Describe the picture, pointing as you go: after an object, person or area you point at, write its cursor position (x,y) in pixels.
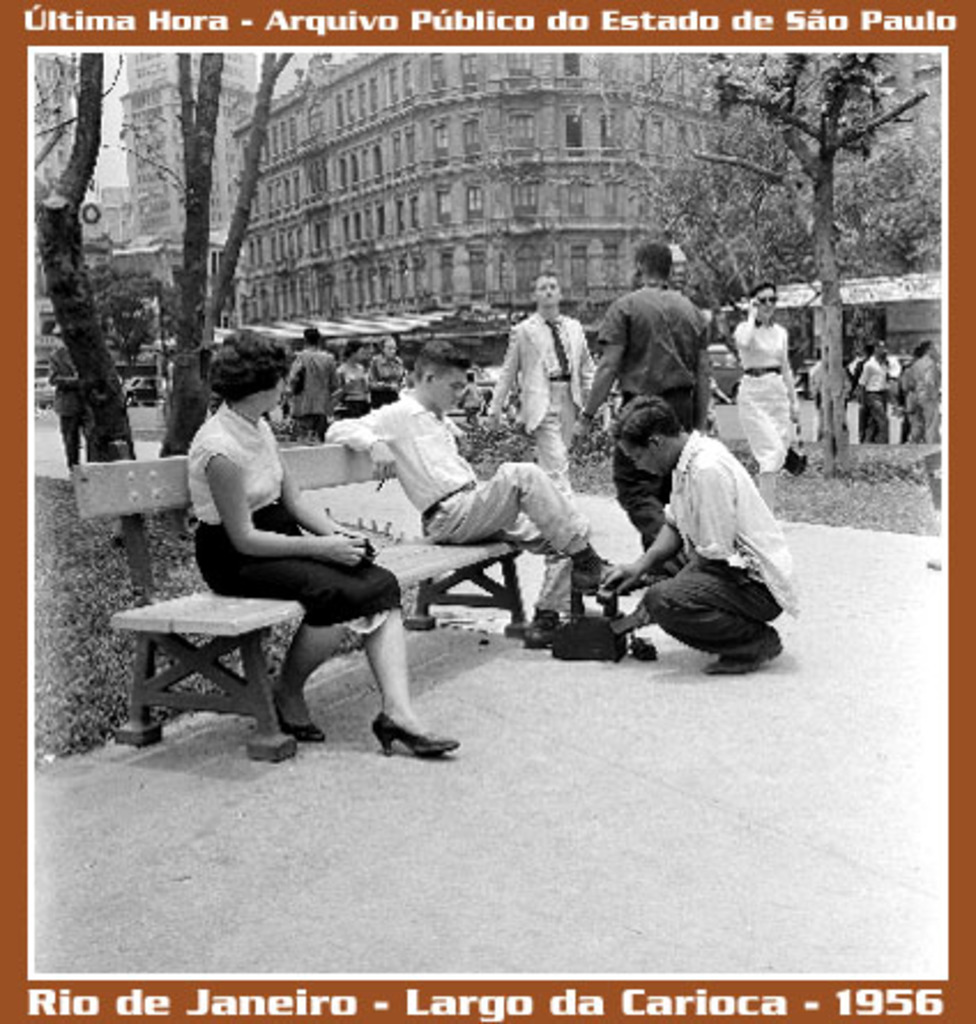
In this image there are two persons (423,520) sitting on the bench (139,615), a person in a squat position polishing a shoe (575,572), and in the background (553,442) there are group of people (571,435) standing, trees (89,136), vehicles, buildings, and there is a watermark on the image.
